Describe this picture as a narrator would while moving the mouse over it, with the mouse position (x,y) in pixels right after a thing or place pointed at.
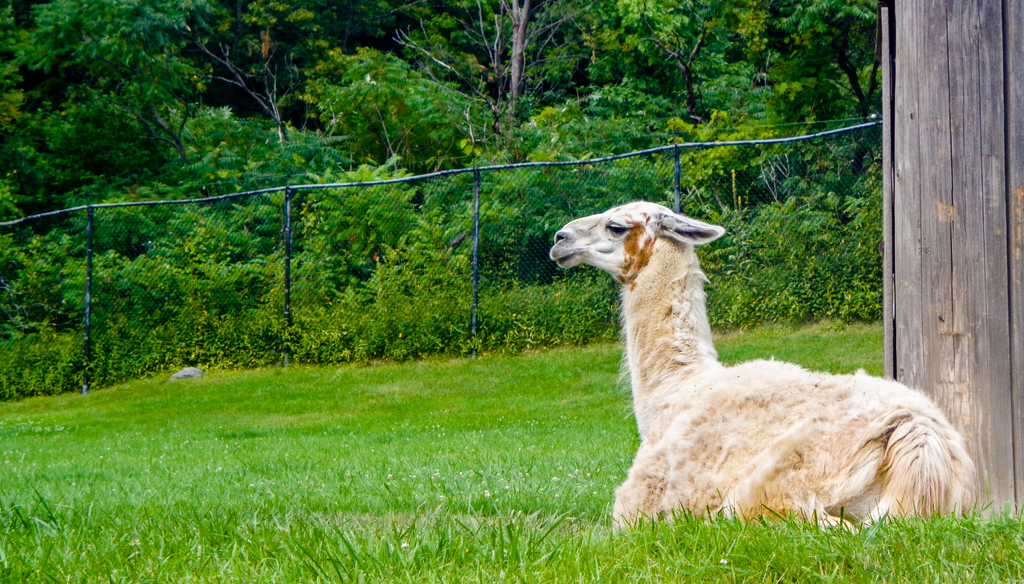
In this image we can see a llama (656,361) which is in white color and in the background of the image (489,198) there is fencing (344,274) and some trees (213,113).
